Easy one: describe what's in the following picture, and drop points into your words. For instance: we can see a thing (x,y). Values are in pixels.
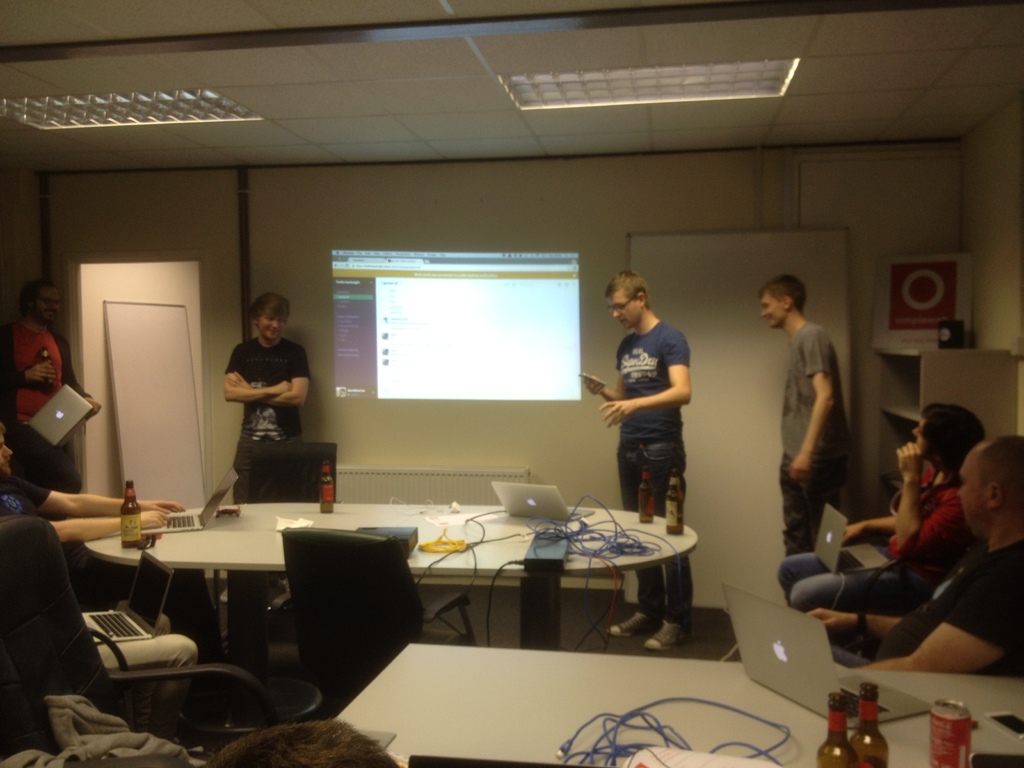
This picture is clicked inside a room (324,683). In front of the picture, we see a table (633,677) on which a coke bottle (945,733), cold drink bottles (861,720), cable (648,714) and laptop (761,671) is placed. In this picture, when we see many people (243,354) standing. The man (635,390) in blue t-shirt (657,369) in the middle of the picture (614,403) is holding mobile phone (587,376) in his hand (602,385). The man (263,398) in black t-shirt (267,378) is smiling. Next to him, behind him, we see a projector screen (394,334). Beside him, we see white board (169,414) and on top of the picture (498,106), we see the roof (317,72) of the room (289,91).
